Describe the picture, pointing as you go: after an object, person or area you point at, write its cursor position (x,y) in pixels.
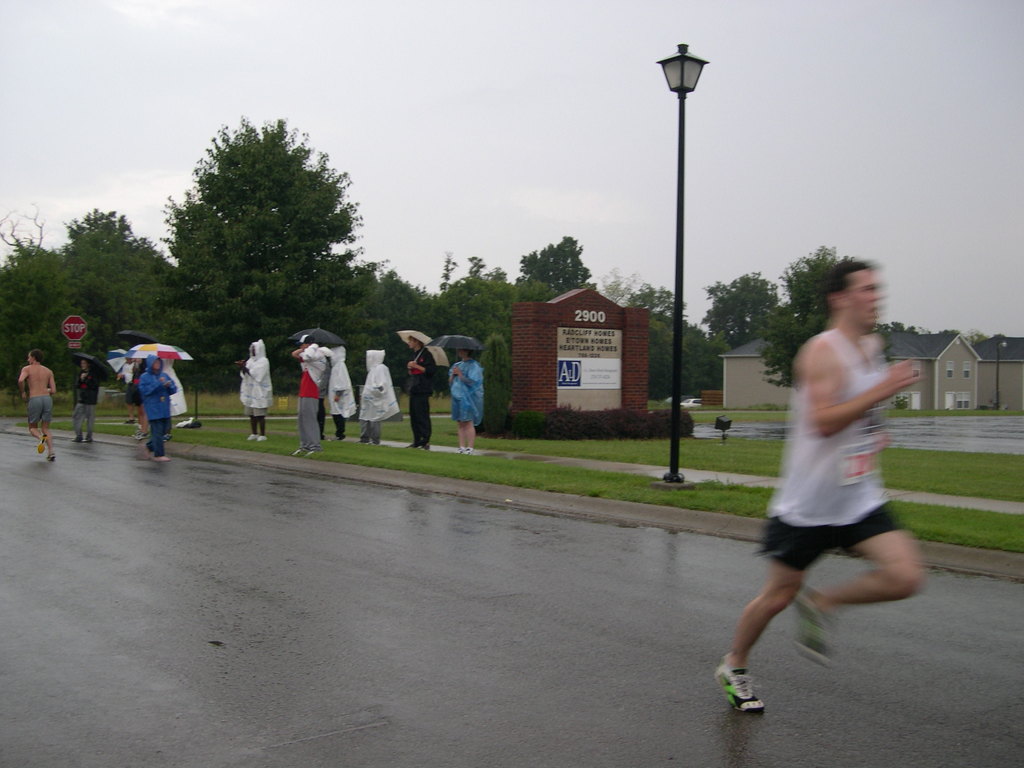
In this image we can see a man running on the road (22,434) and there are some people (88,375) and among them few people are holding umbrellas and we can see a man (50,380) running on the left side of the image (38,377). There is a wall like structure (530,407) with some text (574,378) on it and we can see a light pole (680,343) and there are some houses (929,379) and trees (212,337) and at the top (525,86) we can see the sky (574,70).
